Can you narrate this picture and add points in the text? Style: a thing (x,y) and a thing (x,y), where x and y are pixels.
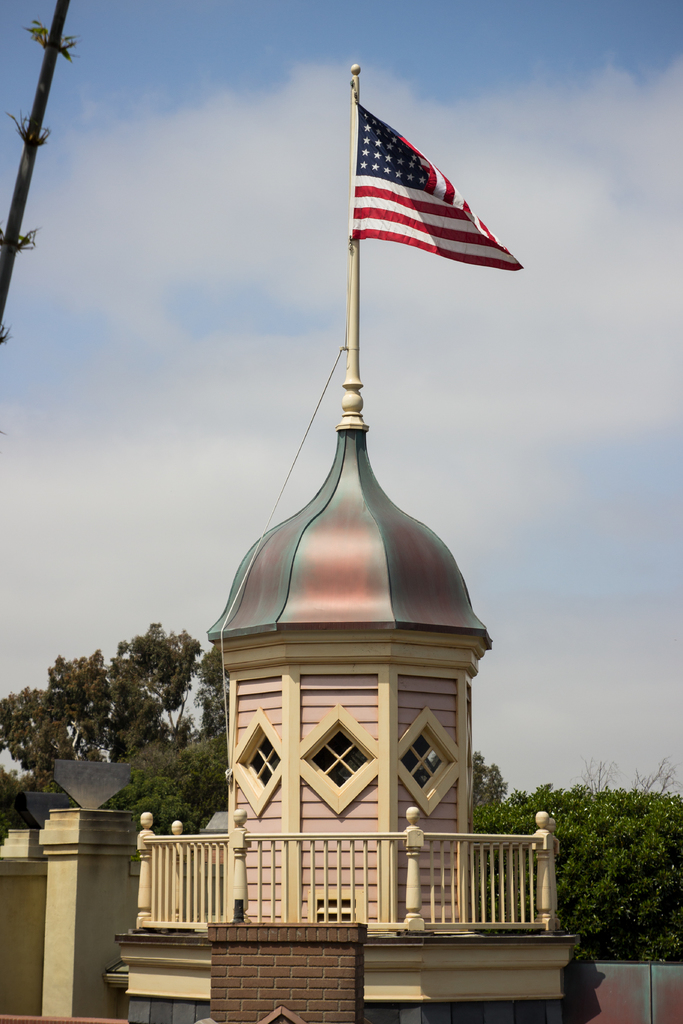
In the center of the image (299,577) we can see flag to the building (330,983). In the background (673,787) we can see trees (634,798), sky (554,551) and clouds (184,225).
